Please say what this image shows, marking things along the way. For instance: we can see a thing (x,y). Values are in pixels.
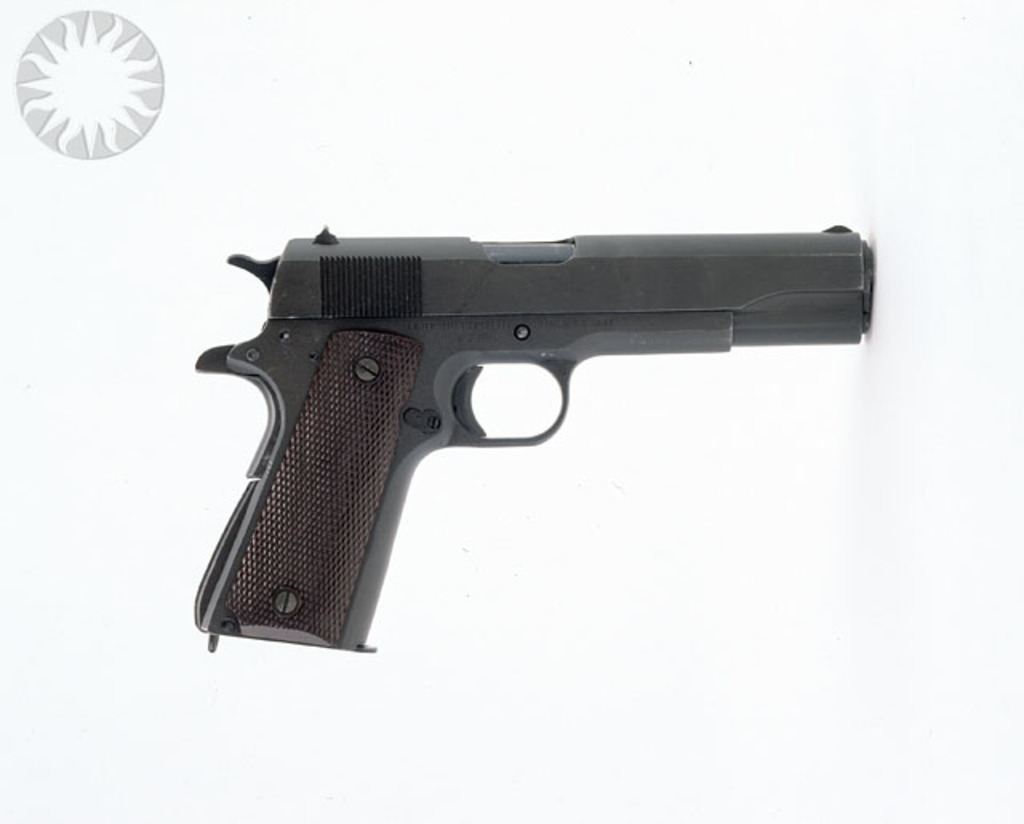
In this picture I can see a gun (338,459) and looks like a logo (84,112) at the top left corner of the picture (67,42) and I can see white color background (355,746).
